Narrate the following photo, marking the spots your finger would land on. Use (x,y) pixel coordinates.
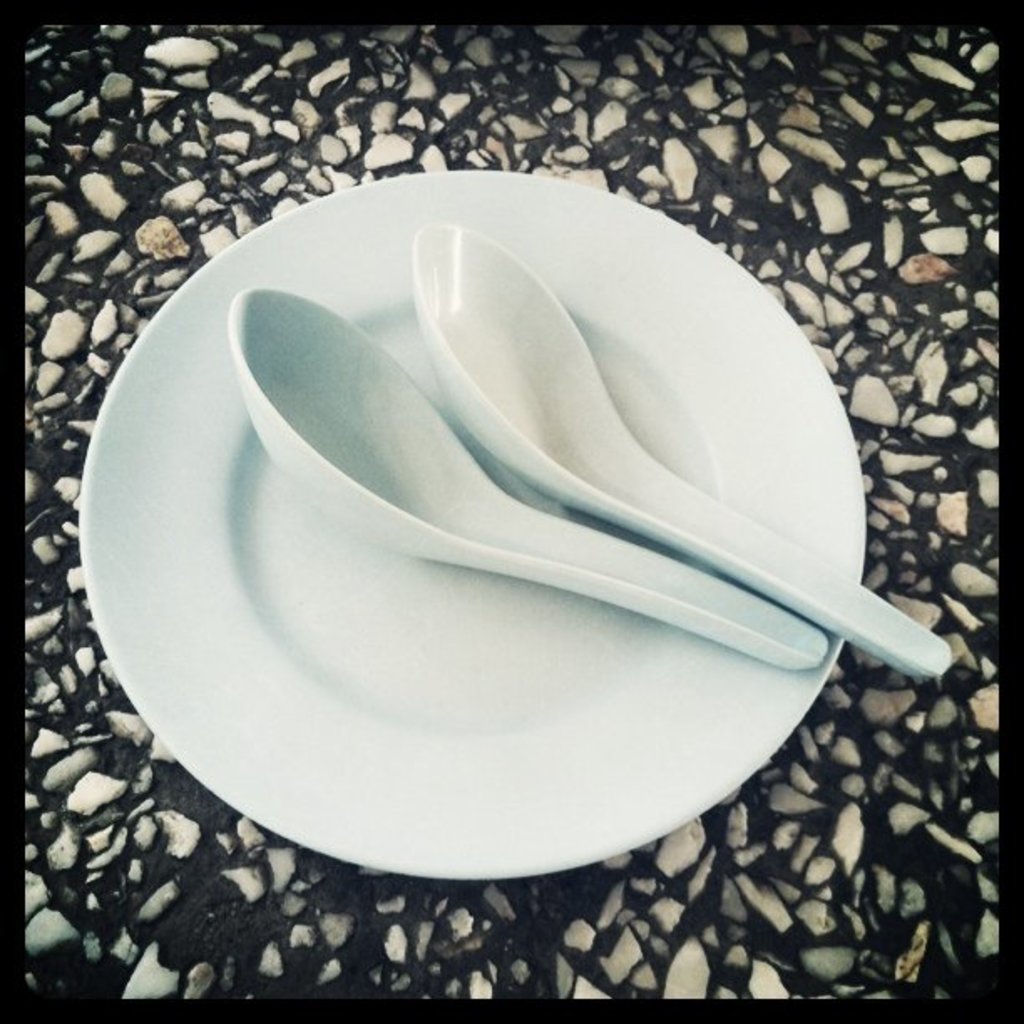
In the image there is a plate (710,257) and two spoons (498,514) on that plate (471,698).
